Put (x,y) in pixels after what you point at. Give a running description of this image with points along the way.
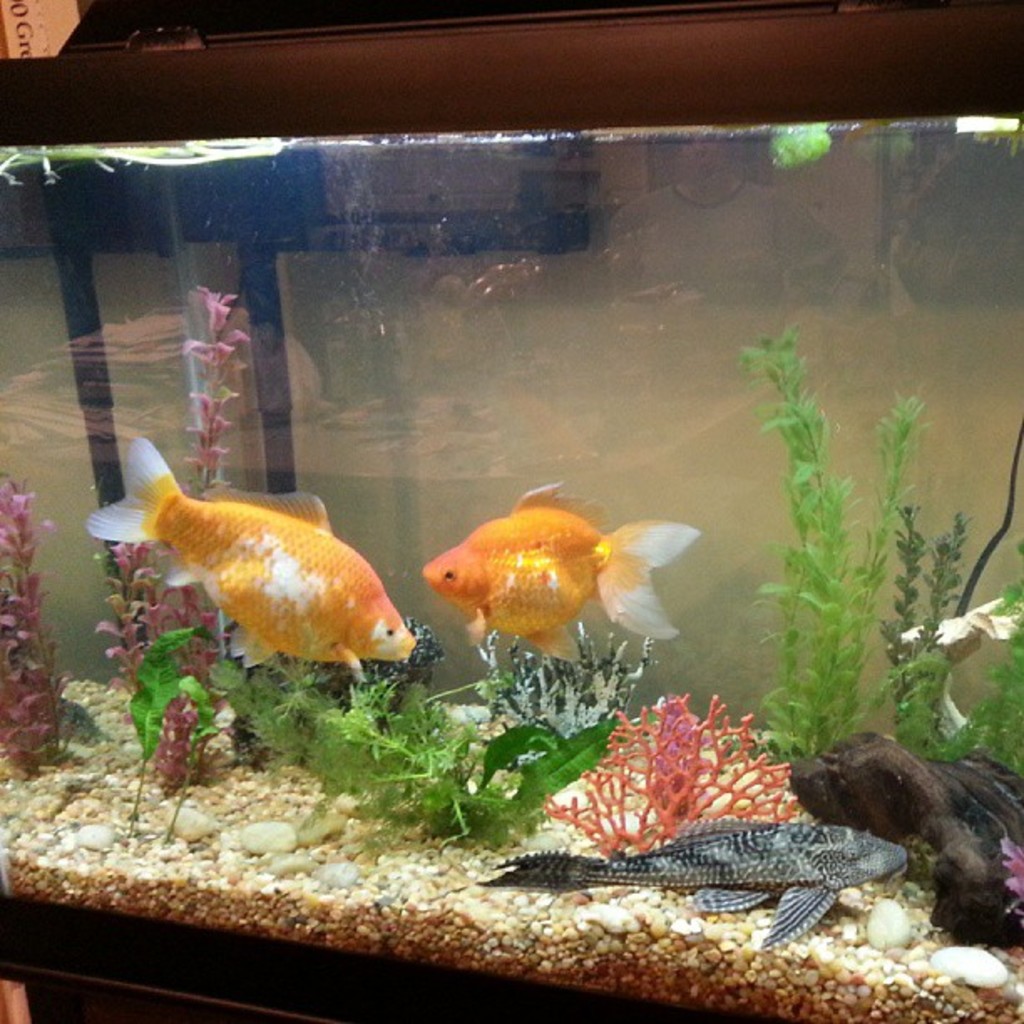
In the center of this picture (410,604) we can see an aquarium (111,673) containing fishes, plants (914,613) and some other objects (85,711). In the background (569,293) we can see the wall (538,327) and some other objects (333,224).
